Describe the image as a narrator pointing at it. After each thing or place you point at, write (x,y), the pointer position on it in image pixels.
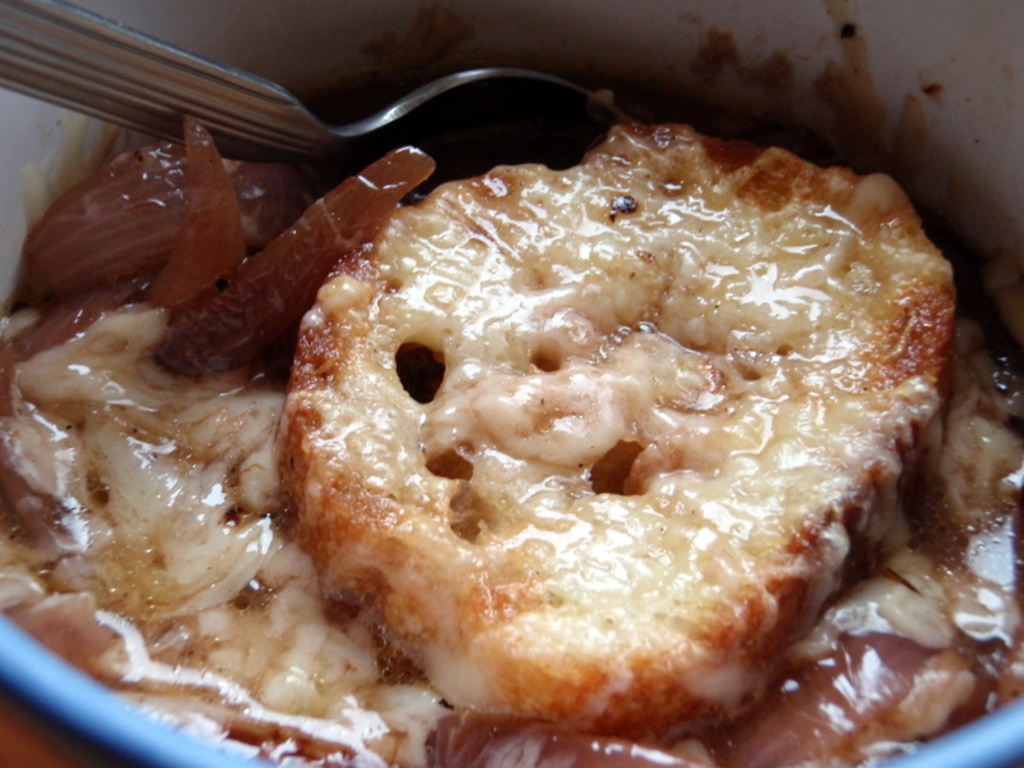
In this picture I can see some soup (629,303) in a bowl (1014,224). In the top left corner (135,117) there is a spoon (126,63).
